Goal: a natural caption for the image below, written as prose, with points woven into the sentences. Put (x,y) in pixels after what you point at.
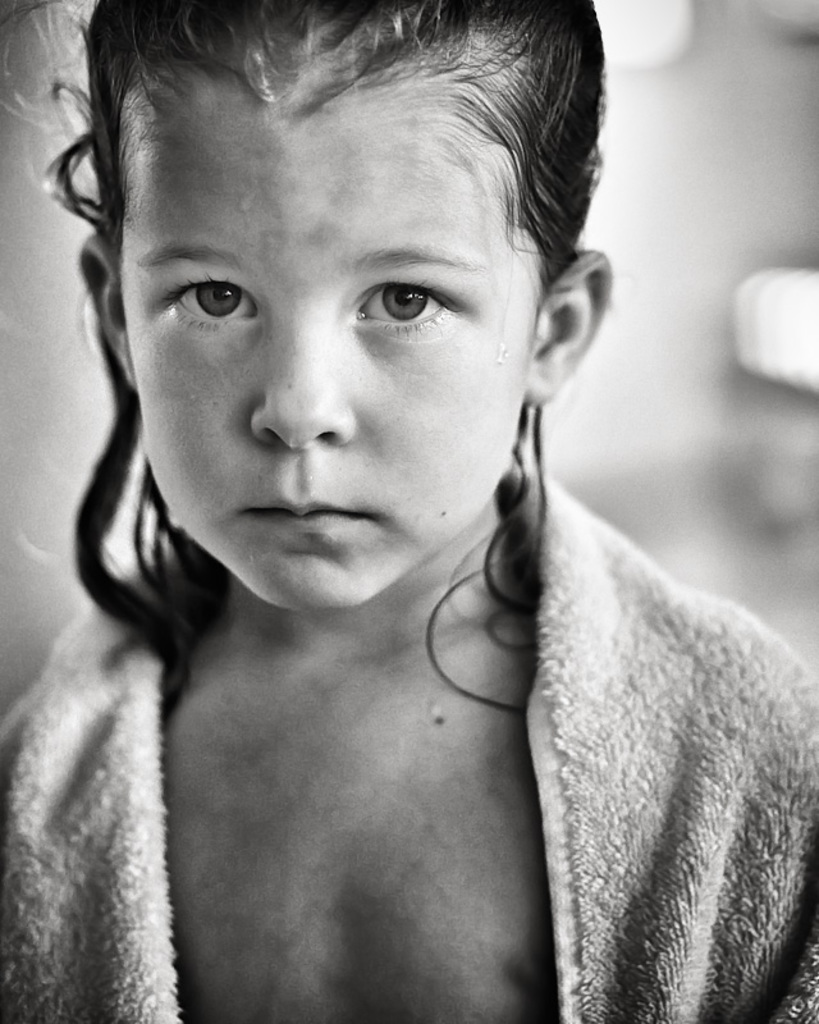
This is a black and white image. In the middle of this image (407,608), there is a girl (287,234) having partially covered her body (368,526) with a towel (3,728). And the background (676,88) is blurred.
